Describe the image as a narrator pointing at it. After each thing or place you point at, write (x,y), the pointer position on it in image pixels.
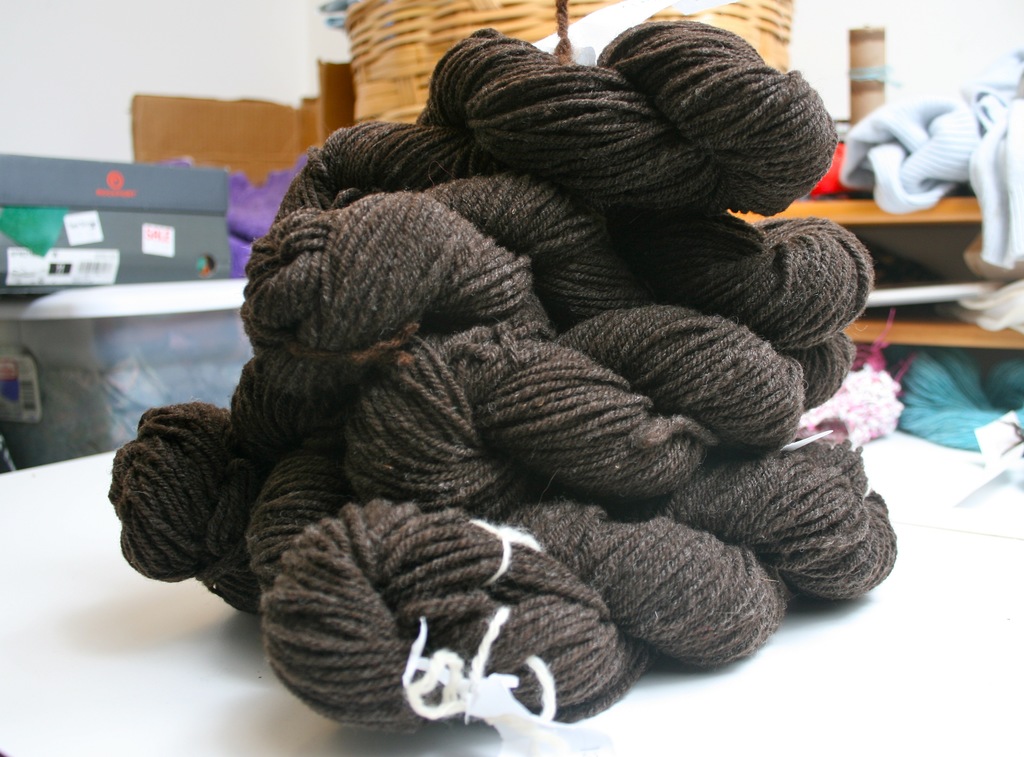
In this image on a table (97,554) there is wool (701,321). In the background (880,333) there are woolen clothes (877,142), boxes (98,222), baskets (412,64) and few other things (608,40) are there.
